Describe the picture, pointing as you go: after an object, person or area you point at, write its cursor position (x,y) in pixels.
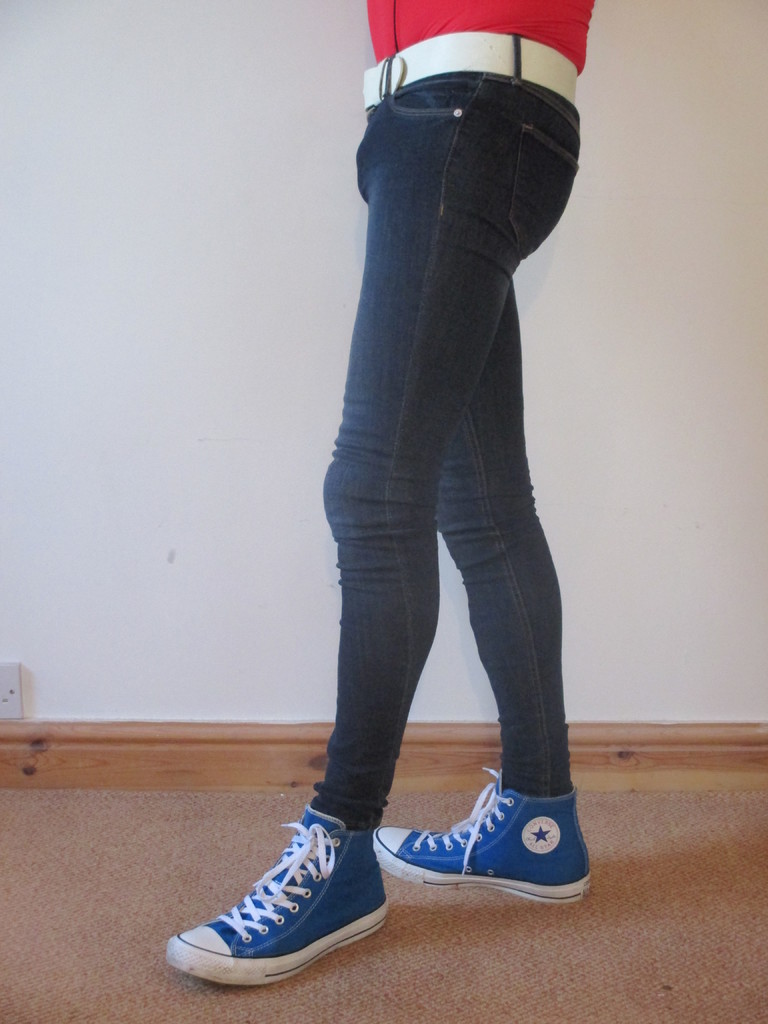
In the image only the half part of the person (410,465) is visible, the person (441,215) is wearing jeans (401,740) and blue shoes (413,834). Behind the person (487,117) there is a wall (305,641).
